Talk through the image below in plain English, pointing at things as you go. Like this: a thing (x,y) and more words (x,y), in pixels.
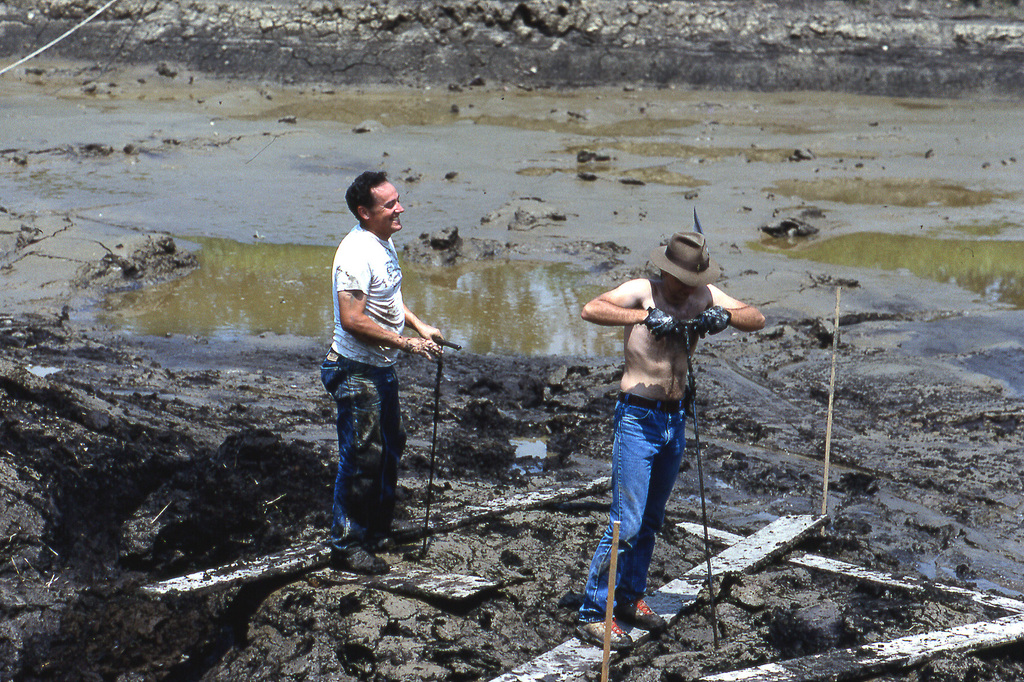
In the foreground of this image (352,513), there are two men (338,517) standing on a wooden plank (585,648) and holding a object (453,349). Around them, there is water (246,265) stagnant and also the muddy land (250,652).
